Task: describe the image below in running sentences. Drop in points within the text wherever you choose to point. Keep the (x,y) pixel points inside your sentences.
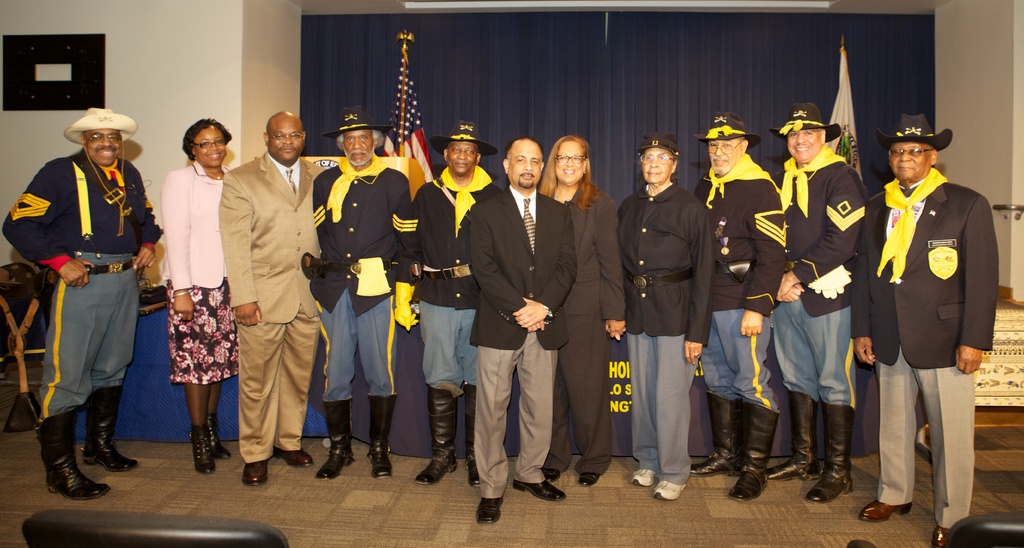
In this picture I can see there is a group of people (396,291) standing and they are wearing uniforms (113,225), caps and shirts (152,222). Few among them are wearing blazers (190,261), in the backdrop (395,141) there is a table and there is a flag pole (406,62) with flags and there is a curtain (751,46) and a wall (162,130).
